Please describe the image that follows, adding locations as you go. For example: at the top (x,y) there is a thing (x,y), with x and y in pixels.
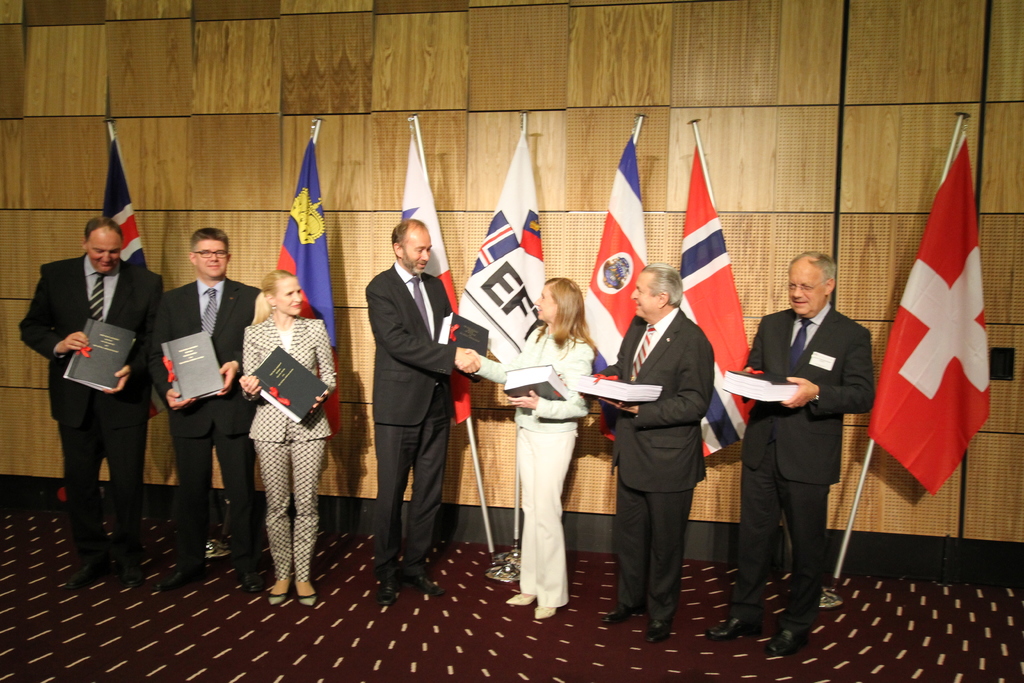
Here in this picture we can see a group of people (434,351) standing on the floor (490,593) and holding books (188,391) in their hands (229,381) and we can see all the men (622,440) are wearing suits (116,311) and all of them are smiling and some of them are wearing spectacles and behind them we can see number of different flag posts (739,414) present.
